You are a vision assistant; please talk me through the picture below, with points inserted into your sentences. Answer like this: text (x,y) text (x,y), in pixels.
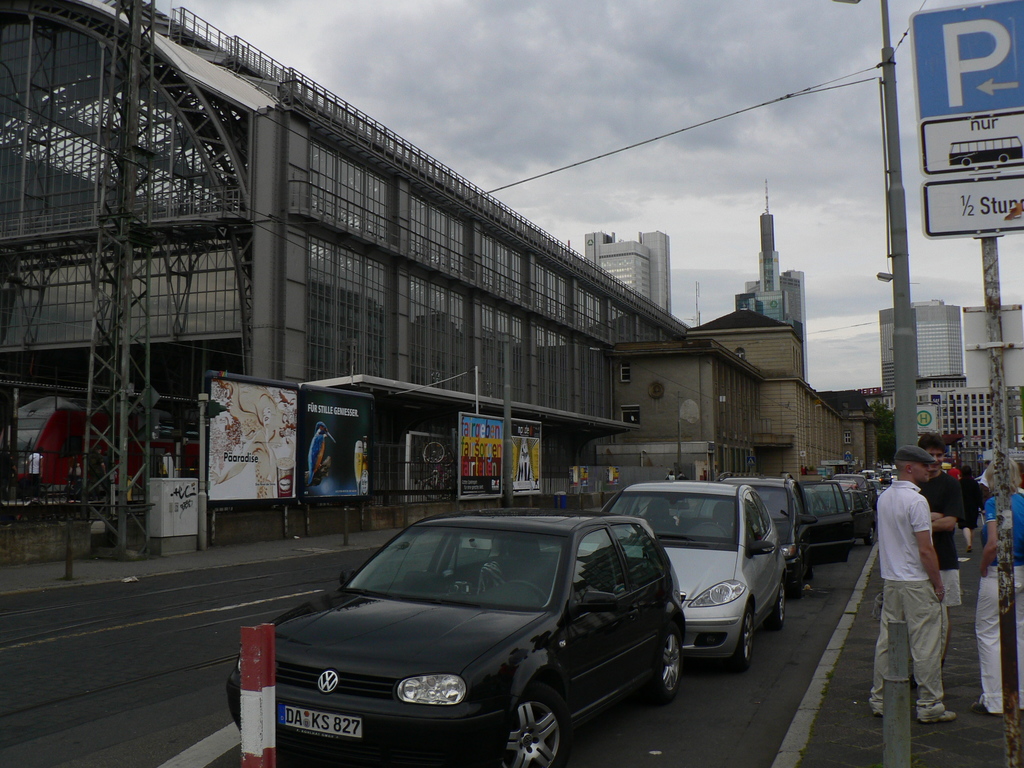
In this image we can see road (153,616), cars (428,625), persons (911,471), sign boards (959,176), street lights (897,189), wires (783,100), buildings (763,340), advertisements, sky (753,208) and clouds (624,101).
